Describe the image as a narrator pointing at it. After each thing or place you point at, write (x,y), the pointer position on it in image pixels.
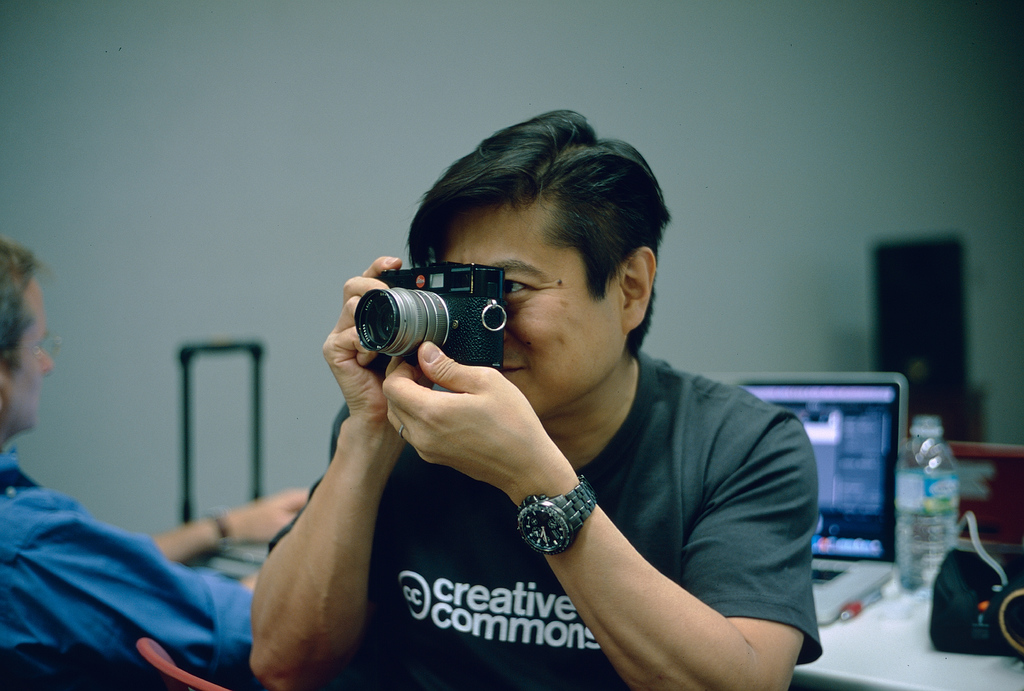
In this image we can see two people (472,382), among them one person (420,371) is holding a camera (407,305) and the other person (28,382) is sitting in front of the table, on the table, we can see a laptop (874,499), bottle (915,486), pen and some other objects (959,581), in the background (773,166) we can see the wall (854,74).
